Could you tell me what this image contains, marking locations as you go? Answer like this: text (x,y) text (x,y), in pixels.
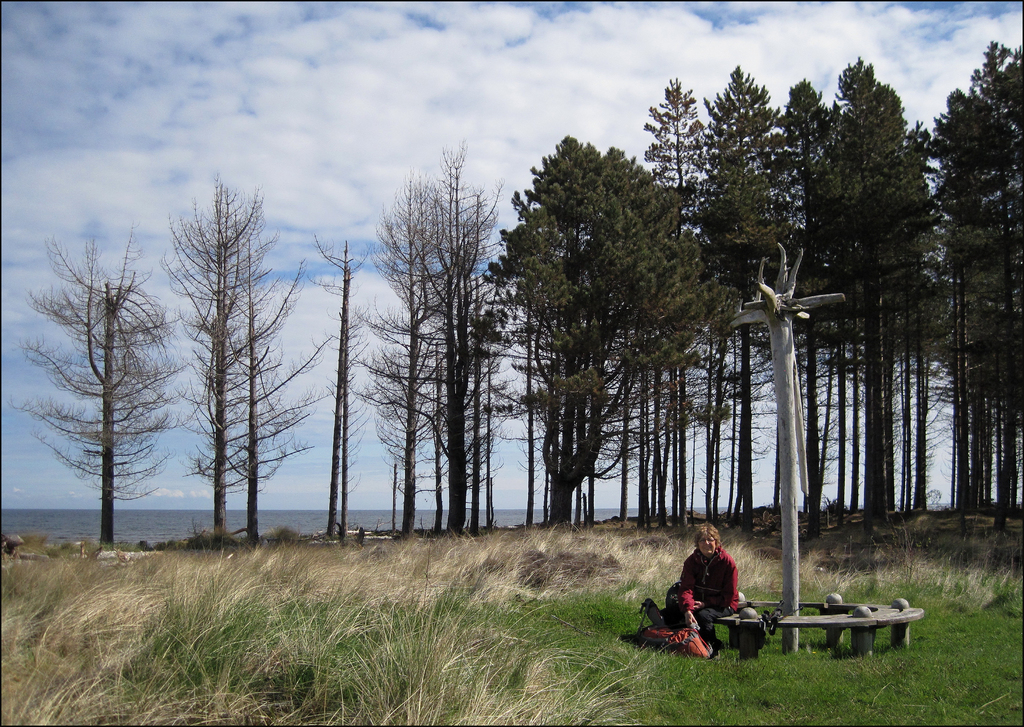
In this picture we can observe a woman (714,584) sitting on the bench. There is some dried grass (340,592) on the ground (486,537). In the background (457,369) there are trees (103,511) and an ocean (228,512). We can observe sky (289,135) with some clouds (365,72).
